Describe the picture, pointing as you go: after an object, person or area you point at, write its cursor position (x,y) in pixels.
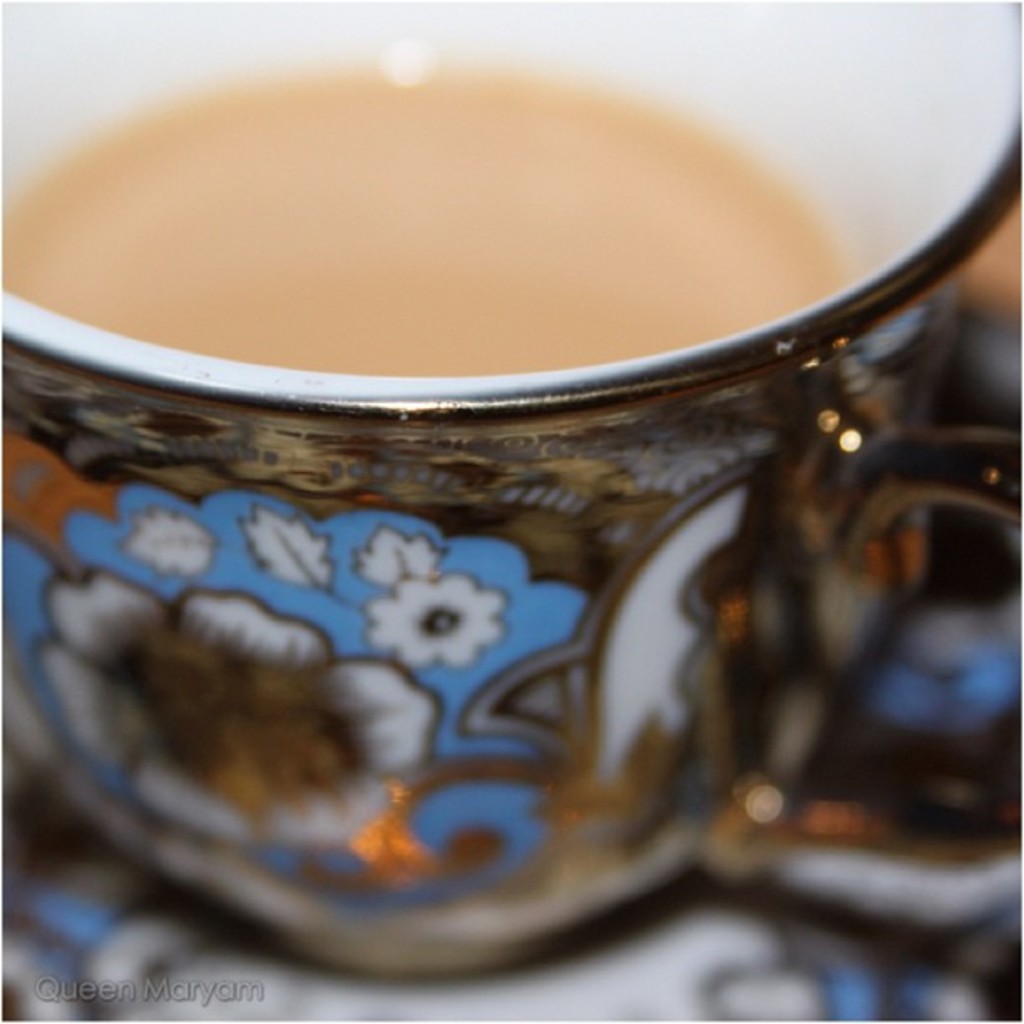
In this image I can see a teacup (469,530) on a saucer (524,989). In the bottom left (111,993) there is some edited text (136,993).
